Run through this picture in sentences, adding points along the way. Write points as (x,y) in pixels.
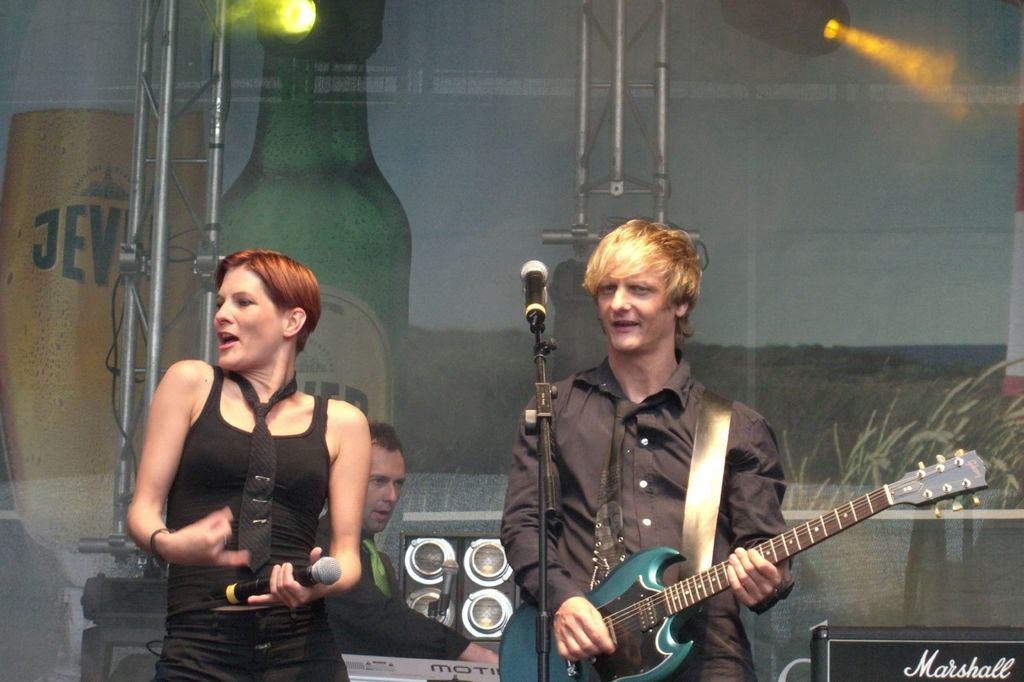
In this image I see a woman (217,589) who is standing and holding a mic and side to her I see a man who is holding the guitar (528,622) and is standing in front of the mic (545,629) and In the background (412,651) I see another person (397,651) who is near to the another mic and there are speakers (512,580) over here and I see the lights (364,0) on the top (246,10) and I see the board (560,17).
